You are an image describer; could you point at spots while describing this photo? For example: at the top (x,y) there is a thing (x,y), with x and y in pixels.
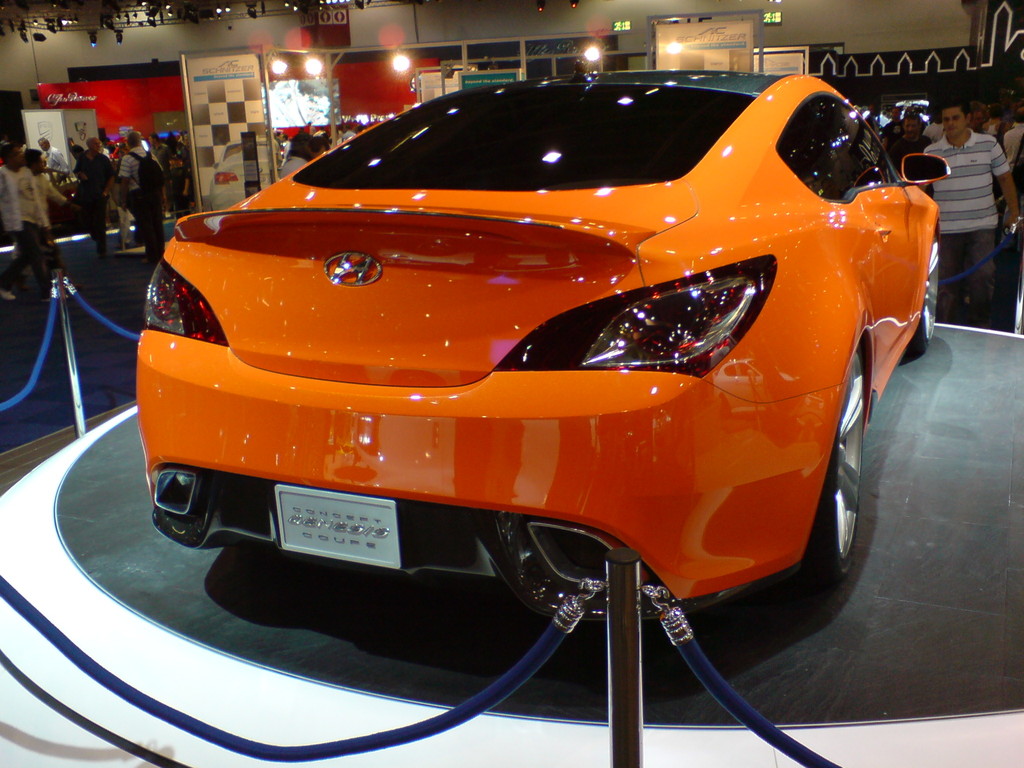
In this image in the center (425,354) there is a car (443,338) which is orange in colour and in the background (60,191) there are people (944,140). There is a banner (221,123) with some text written on it and there are lights (594,50).
